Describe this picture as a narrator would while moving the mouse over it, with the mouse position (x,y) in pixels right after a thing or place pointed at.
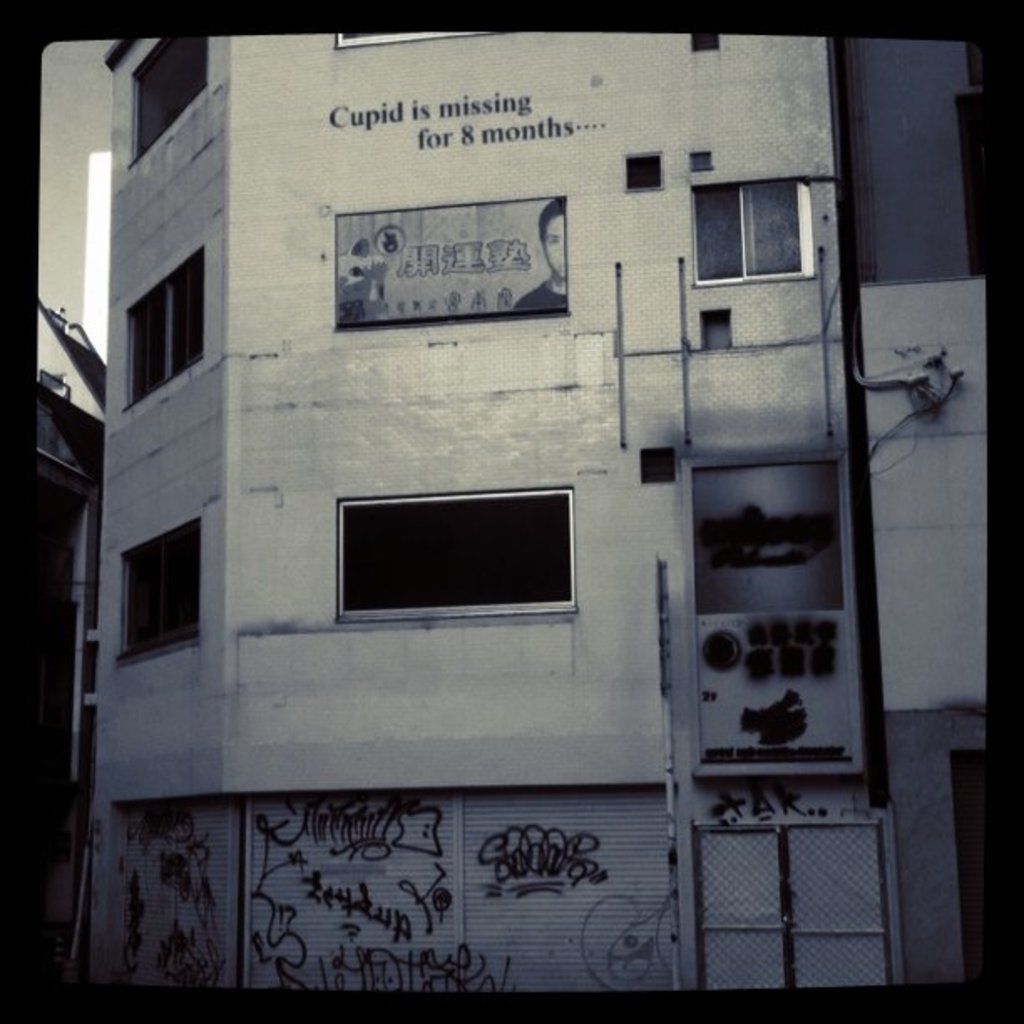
This is a black and white image. In this picture we can see building (265,126), board (505,251), windows (787,231), shutters (506,851), graffiti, door (773,833), wall (889,426), text (352,115), sky (66,162).
